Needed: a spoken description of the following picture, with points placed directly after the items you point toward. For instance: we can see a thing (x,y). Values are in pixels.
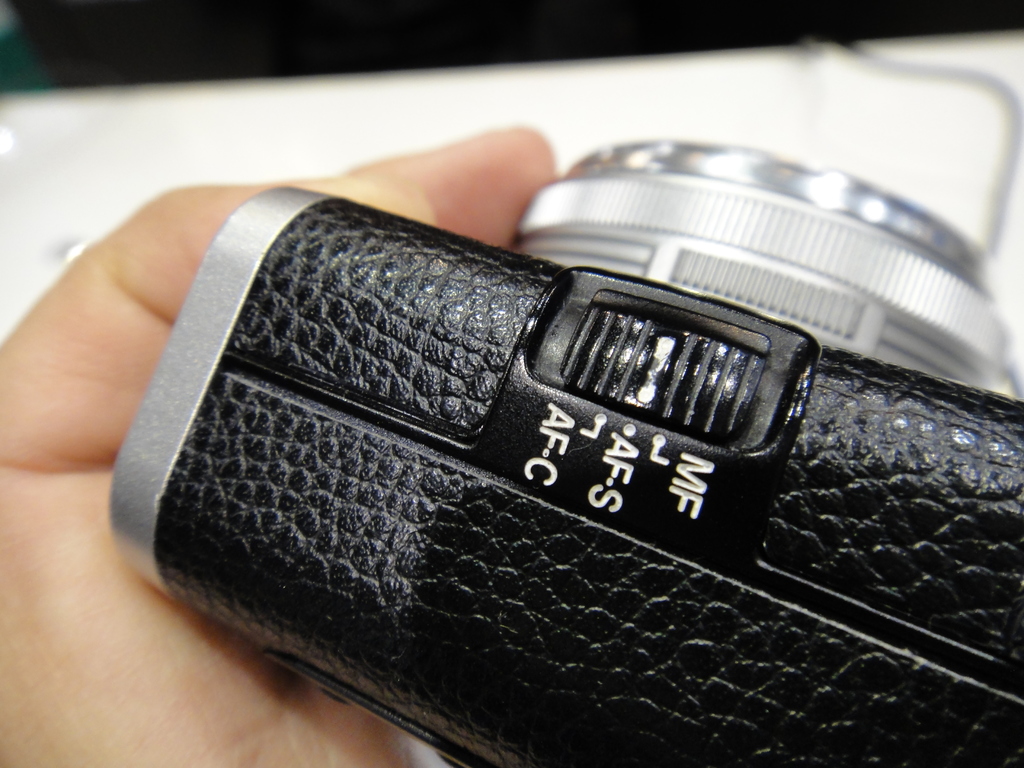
In this image we can see camera (629,338) on the human hand (97,307).
